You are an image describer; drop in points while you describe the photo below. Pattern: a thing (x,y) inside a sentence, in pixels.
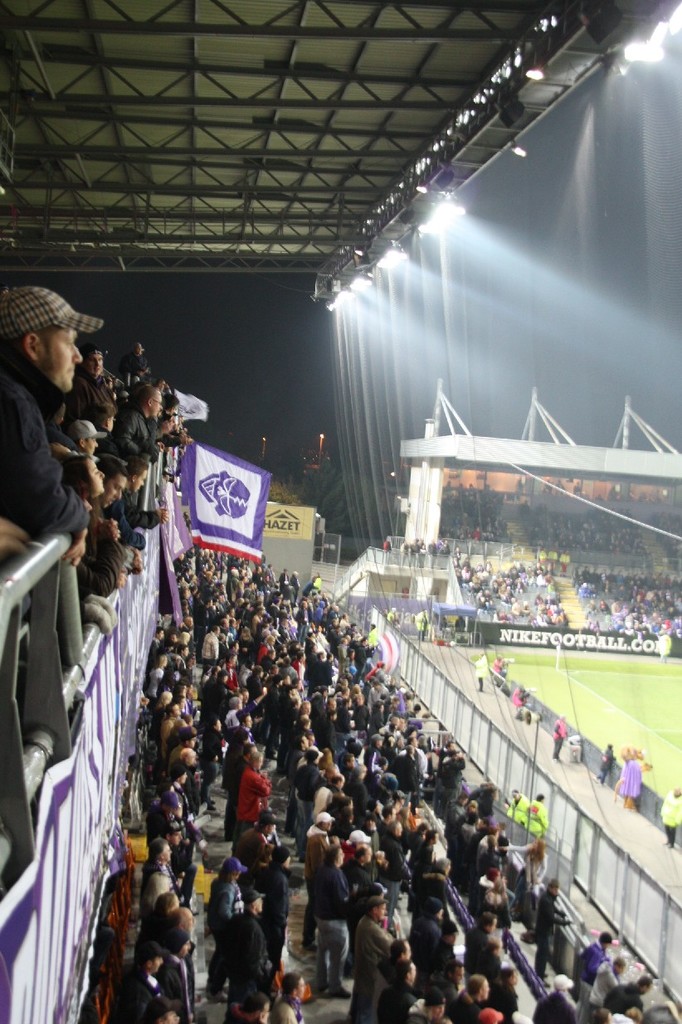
In this image on the left (53,455), there is a man (53,455), he wears a jacket (59,514), cap (54,322) and there are many people (120,513). At the bottom (422,850) there are many people (511,804), ground (595,780), posters (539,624), flags (214,531), fence (626,900). At the top (399,197) there are lights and roof (354,208). This is a stadium (483,548).
